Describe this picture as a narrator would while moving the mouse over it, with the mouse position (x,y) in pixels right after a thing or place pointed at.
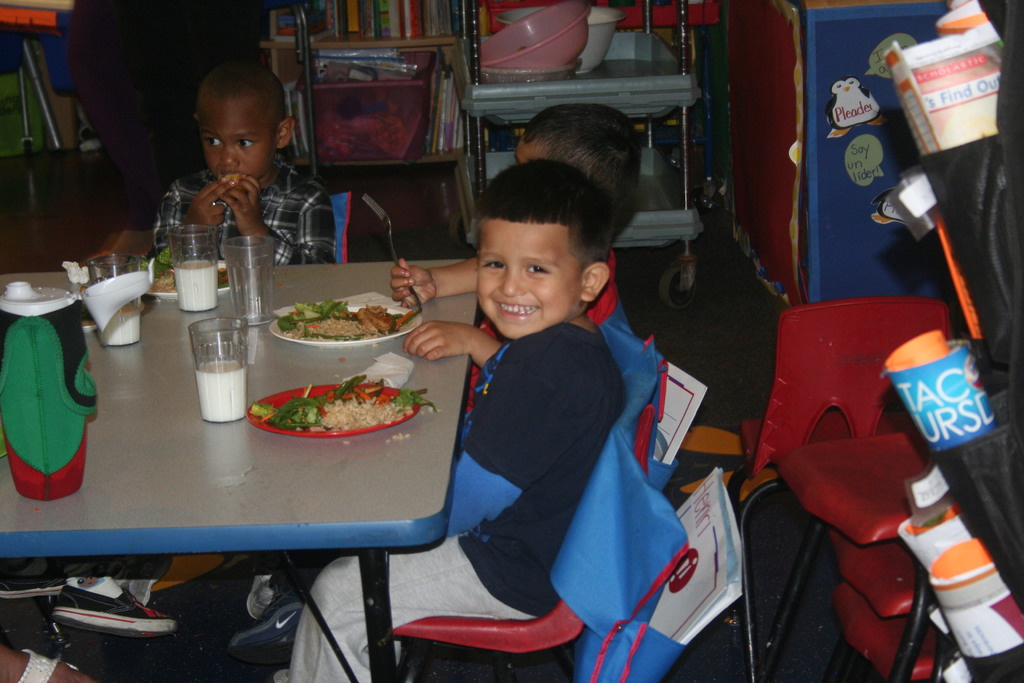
In this image, there are three kids (517,255) sitting on chairs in front of this table (128,436). This table (130,425) contains bottle (27,368), glasses (237,358) and plates (339,335). This kid (425,297) holding a fork (404,268) with his hand (415,276). There are some chairs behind this kid (400,259). There is a cupboard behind this kid (542,391).
